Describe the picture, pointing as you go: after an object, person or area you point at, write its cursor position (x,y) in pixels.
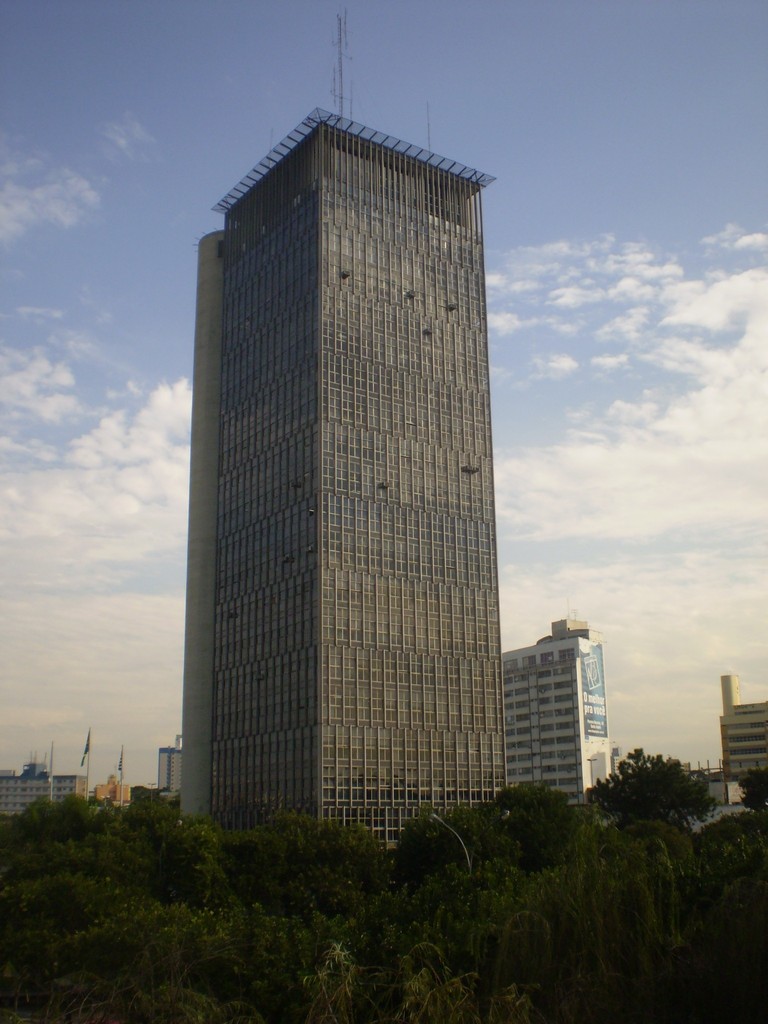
This is an outside view. At the bottom (374,928) there are many trees (238,925). In the middle of the image (268,551) there are buildings (364,422). At the top of the image (628,144) I can see the sky (649,211) and clouds (667,484).
